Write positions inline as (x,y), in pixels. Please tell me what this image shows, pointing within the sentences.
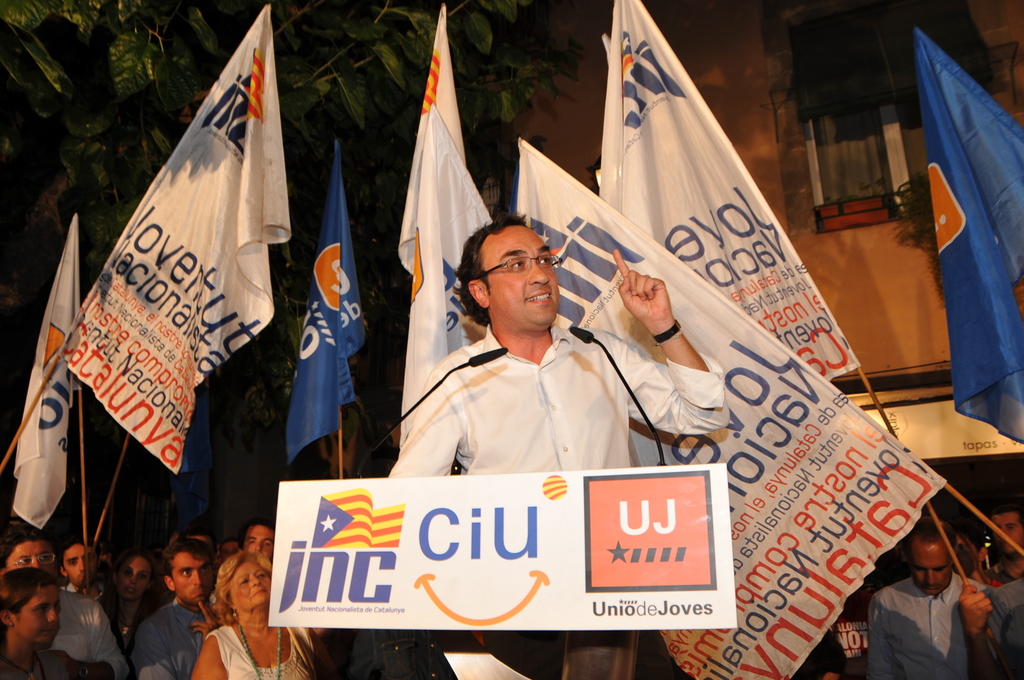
In this picture I can see a man (588,348) standing near the podium (508,671), there is a board (573,474), there are mics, there are group of people (834,665) standing and holding flags (411,385), there is a house (938,21) and there are trees (38,19).
